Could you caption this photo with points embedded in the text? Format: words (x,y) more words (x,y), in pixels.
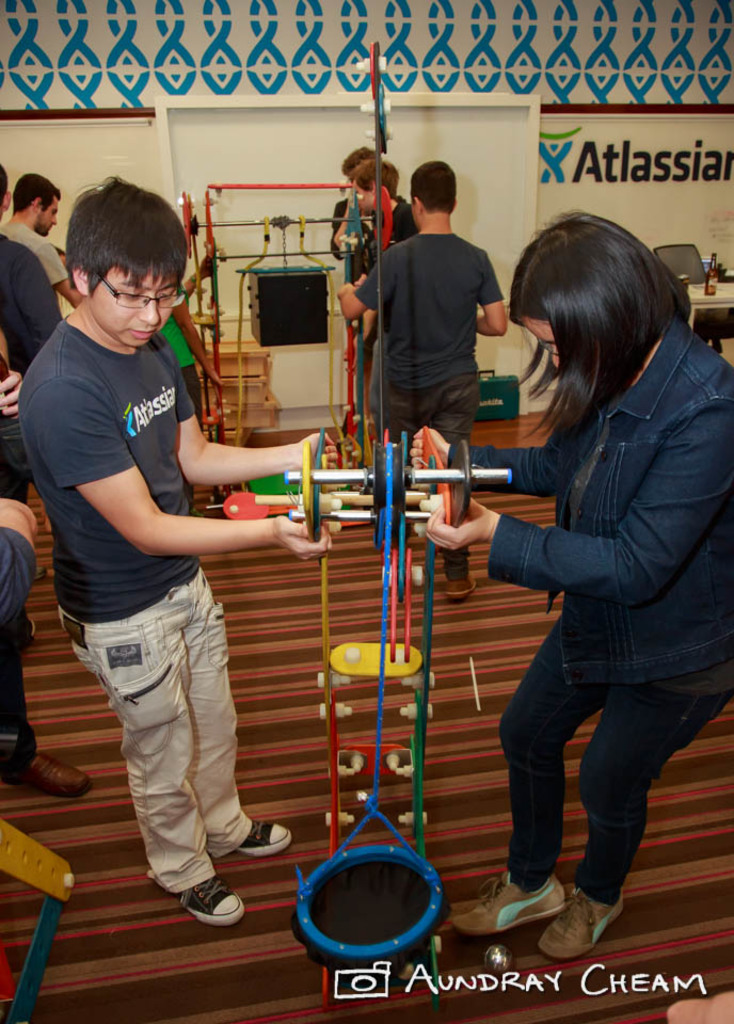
There are two persons (182,560) standing and holding an object (354,750) which is in between them and there are few other people (368,199) in the background (363,278).
